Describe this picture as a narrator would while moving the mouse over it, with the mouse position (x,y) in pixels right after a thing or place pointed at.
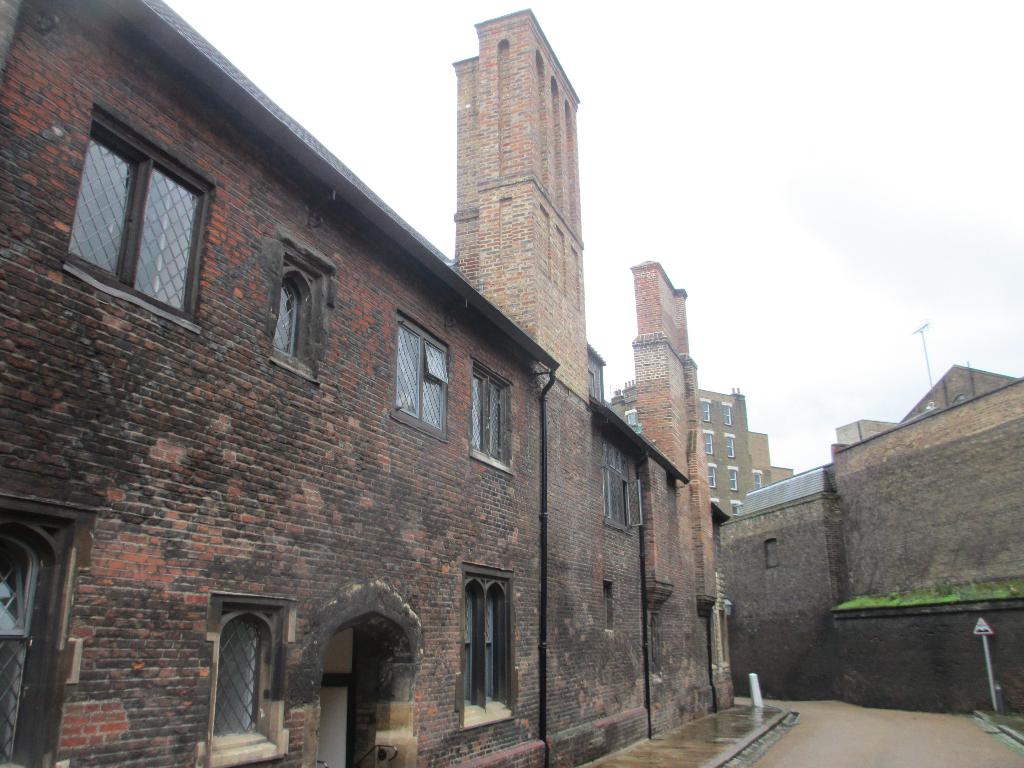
In this picture we can see the buildings (495,476) with windows (417,425). On the right side of the buildings (554,549) there is a pole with a signboard (982,624). Behind the buildings (529,456) there is the sky (799,181).
